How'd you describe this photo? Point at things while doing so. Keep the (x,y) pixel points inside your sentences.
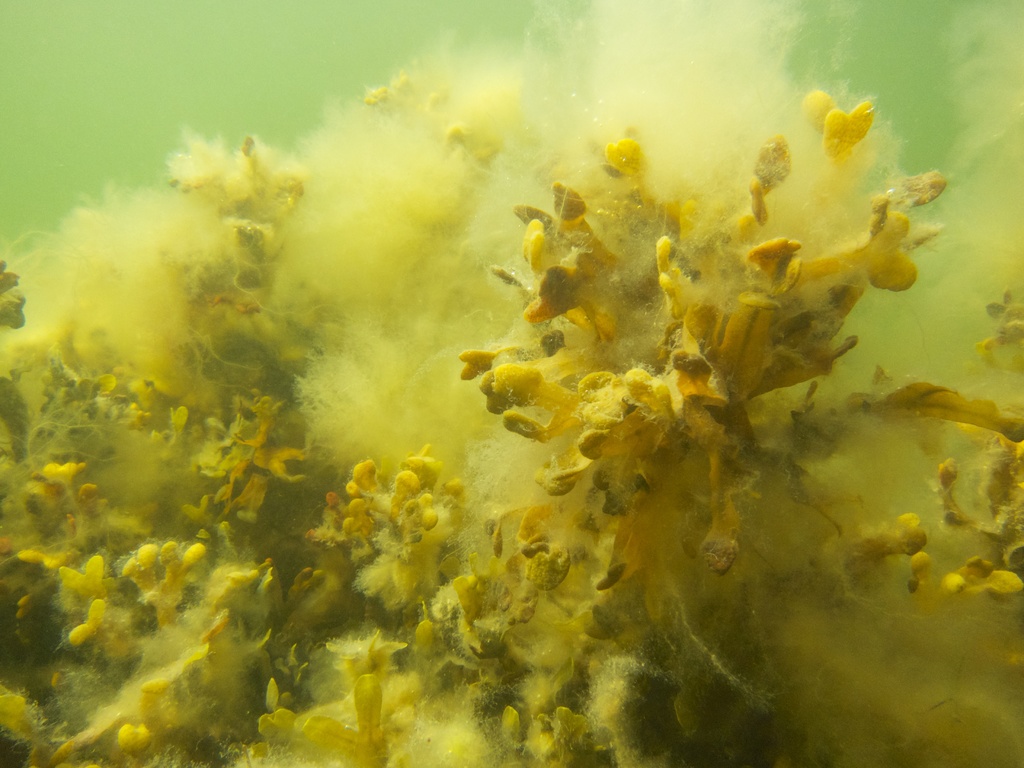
In this image, we can see some water plants (526,378) in the water (178,42).
